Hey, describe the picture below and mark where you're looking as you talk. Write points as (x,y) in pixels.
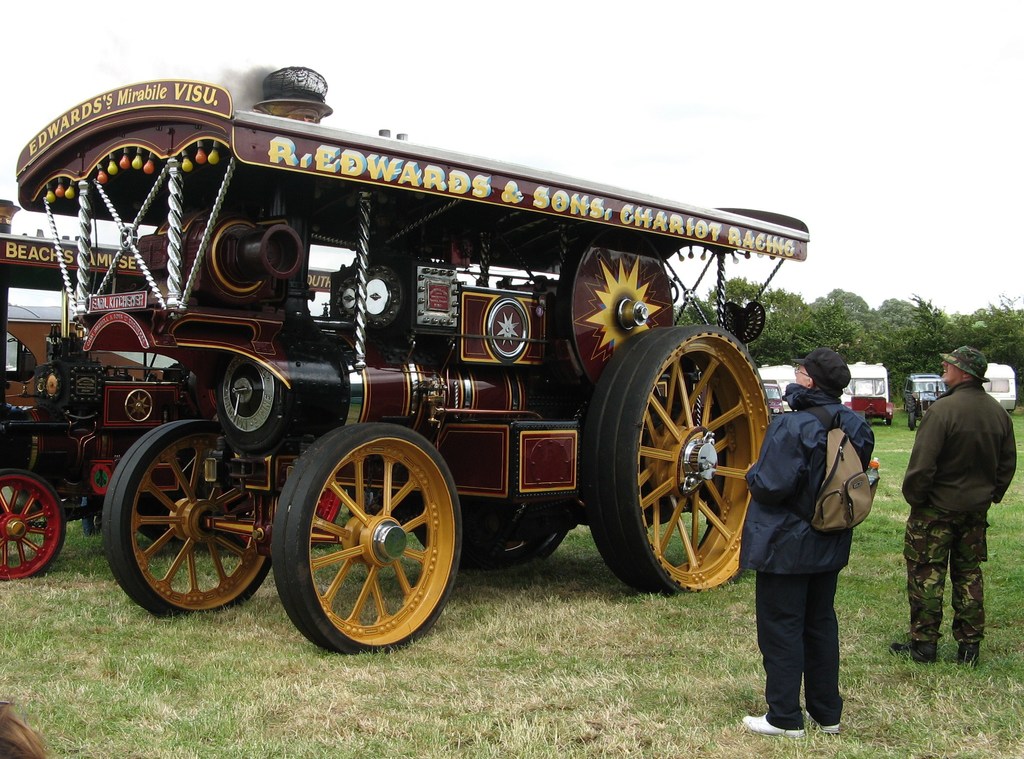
In this image there are people (920,540) standing on a grassland (515,692), in the background (787,334) there are vehicles (615,364) trees (925,321) and the sky (800,188).
